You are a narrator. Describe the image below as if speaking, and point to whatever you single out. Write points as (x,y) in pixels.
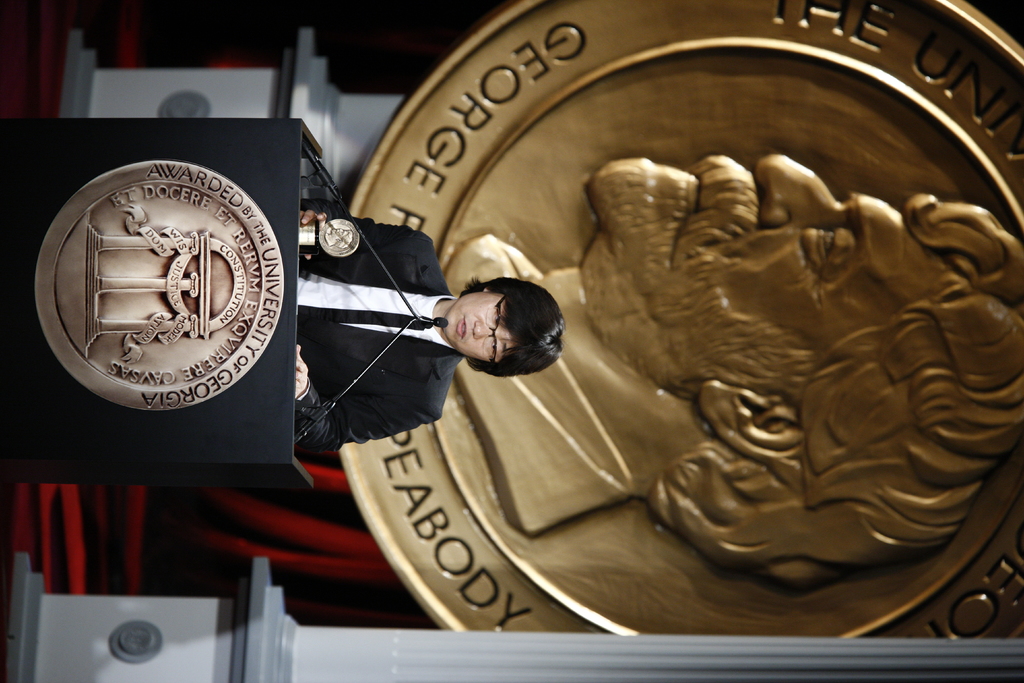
In the center of the image (434,369) we can see one person (364,391) standing. In front of him, we can see one stand (203,411), one banner (121,355), two microphones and a few other objects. In the background (589,349) there is a curtain (336,542), pillars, one round shape object (675,357), in which we can see one person (787,401) and some text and a few other objects (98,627).
